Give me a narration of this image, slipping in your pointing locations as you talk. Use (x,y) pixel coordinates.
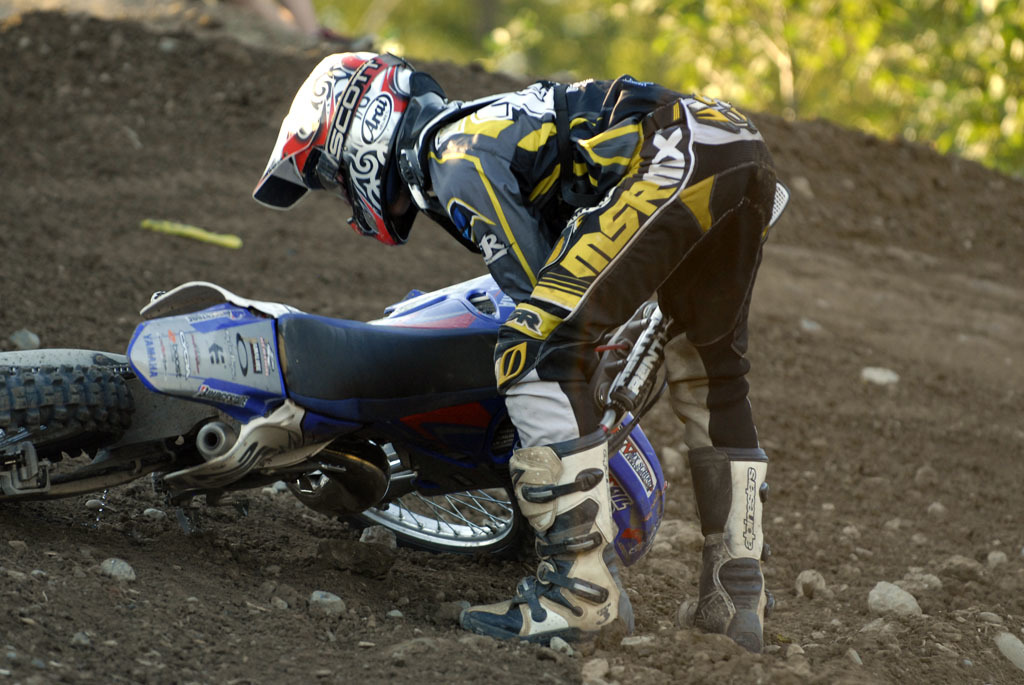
In this image there is a racer (536,237) who is wearing the costume (533,139) and a helmet (365,133) is trying to lift the bike (341,373) with his hands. At the bottom (351,573) there is sand (373,605) on which there are stones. In the background (733,41) there are trees (619,61).
